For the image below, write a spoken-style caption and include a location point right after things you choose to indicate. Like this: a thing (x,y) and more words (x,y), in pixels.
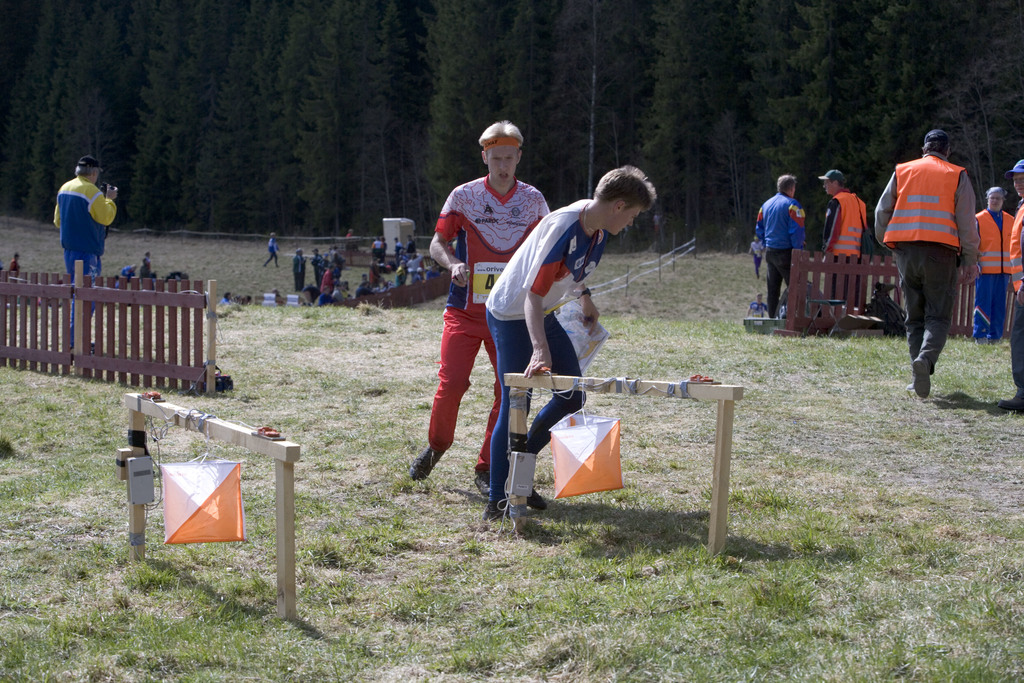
In this image on the ground (359,315) there are few people (992,256), fence (160,378), some other objects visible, there are some trees (312,156) visible at the top (378,65).
